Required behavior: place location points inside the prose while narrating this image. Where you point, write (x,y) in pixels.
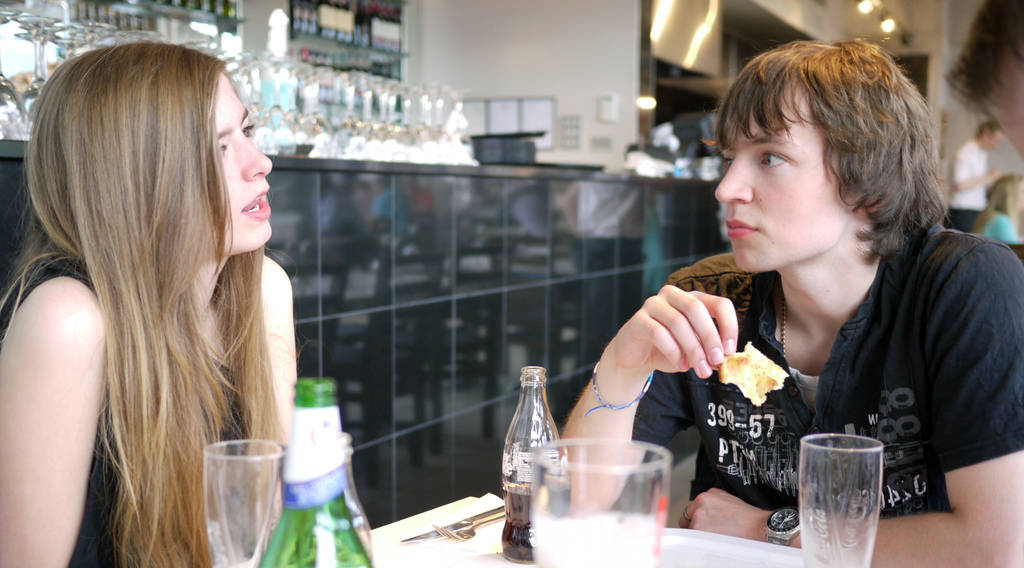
In this image there is a girl (235,308) and a boy (610,387) speaking with each other, in front of them on the table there are two bottles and three glasses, behind the girl (224,314) there is a bar counter (387,302) with bottles of drink (345,17) and glasses (379,114).
